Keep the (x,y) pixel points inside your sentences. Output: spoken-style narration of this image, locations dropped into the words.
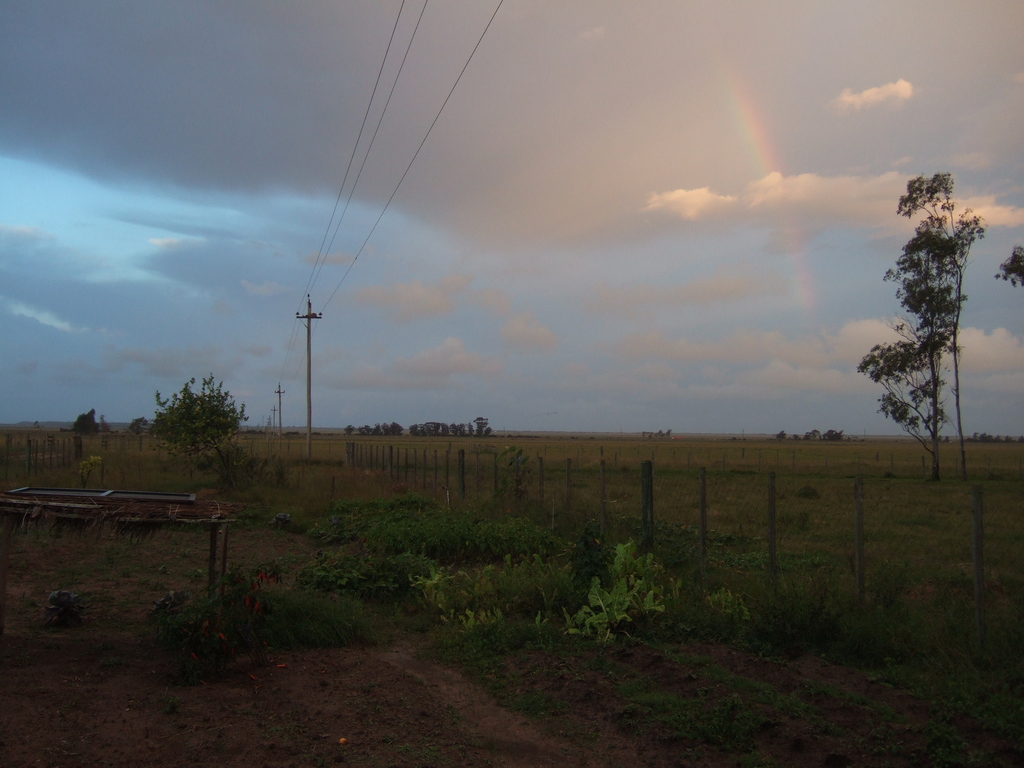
In this picture there is a boundary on the right side of the image (731,515) and there is greenery (470,462) in the center of the image (591,487), there are poles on the left side of the image (307,341) and there is sky (533,261) at the top side of the image (529,126).
